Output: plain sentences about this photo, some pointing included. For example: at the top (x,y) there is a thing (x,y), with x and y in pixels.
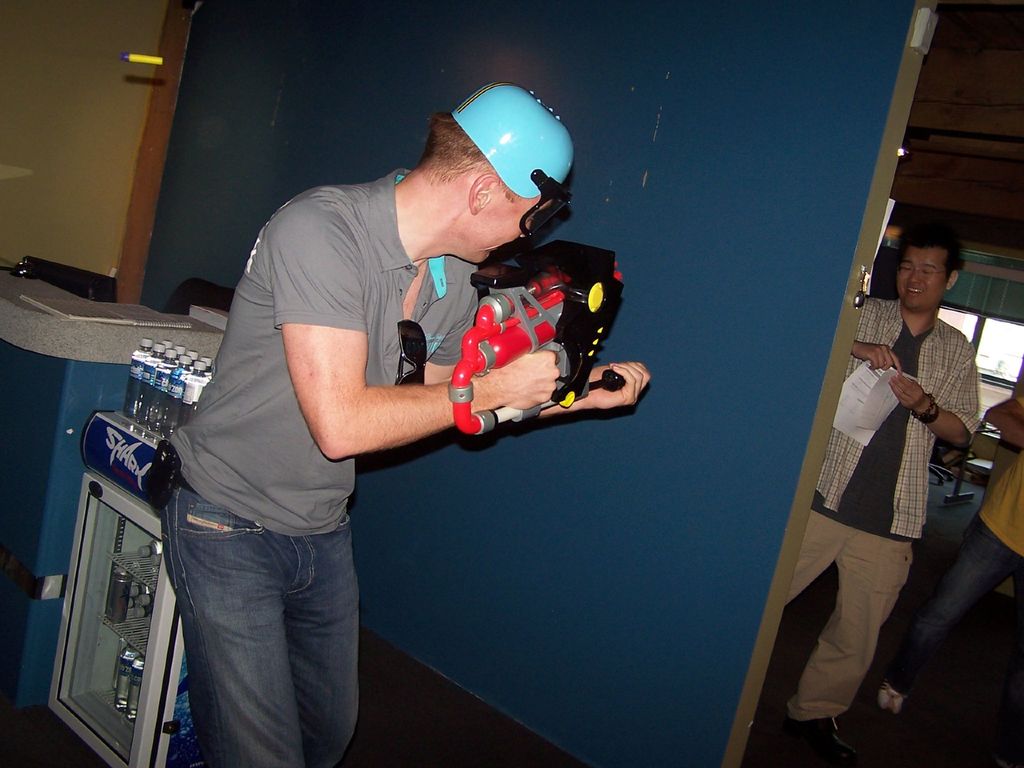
In this picture I can see there is a man (392,311) standing here and he is holding toy (570,377) here and wearing a blue color equipment (527,157) on his head (479,192) and in the backdrop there are two other people (867,468) standing and holding a paper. There is a refrigerator (124,499) and there are few water bottles (155,389) placed here.
